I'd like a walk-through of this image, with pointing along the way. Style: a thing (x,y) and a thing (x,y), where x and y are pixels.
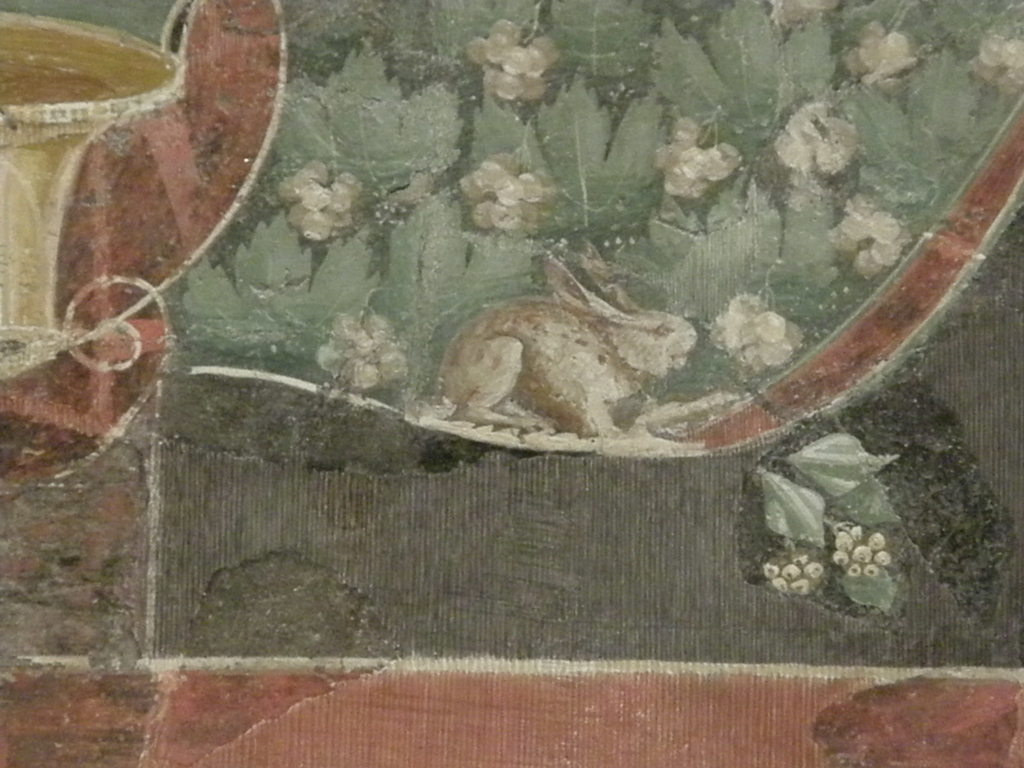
In the center of the image (415,335) there is a wall (323,508). On the wall (340,463), we can see some painting (451,401), in which we can see one rabbit (574,347), plants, flowers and a few other objects (31,303).
